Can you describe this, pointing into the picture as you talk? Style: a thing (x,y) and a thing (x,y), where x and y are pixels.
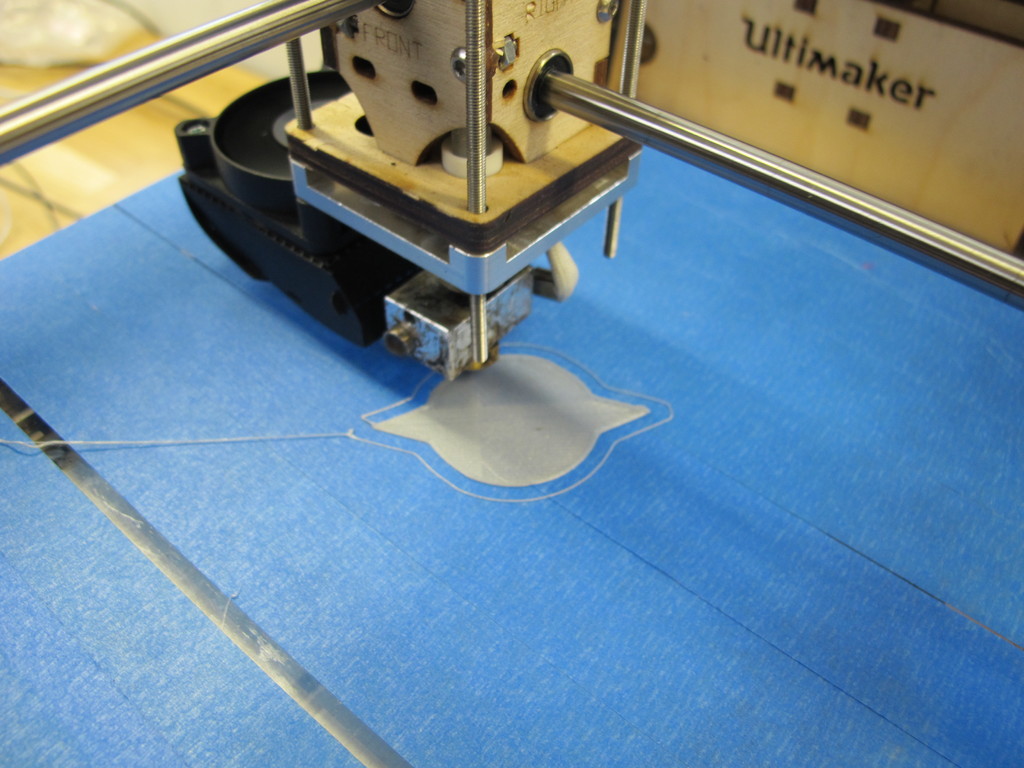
In this picture there is a machine (547,163). At the bottom (914,545) it looks like a sheet (392,688). At the back (1008,19) there is a box (862,28) and there is text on the box (936,108) and there are wires (11,181).
